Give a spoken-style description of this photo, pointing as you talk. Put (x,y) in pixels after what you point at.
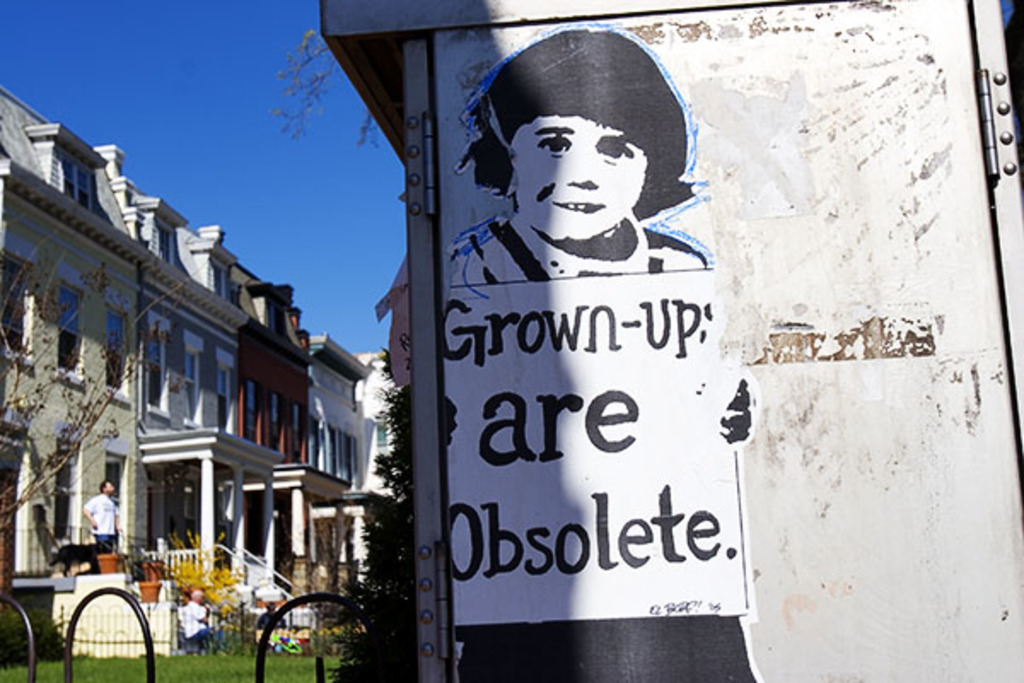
In this picture we can see a poster (637,331) on the iron object (818,300) and on the left side of the poster (496,421) there is the fence (241,627), trees (399,577), a person (96,527) is standing and other people (197,618) are sitting. Behind the people (110,531) there are buildings (273,374) and the sky (278,178).
